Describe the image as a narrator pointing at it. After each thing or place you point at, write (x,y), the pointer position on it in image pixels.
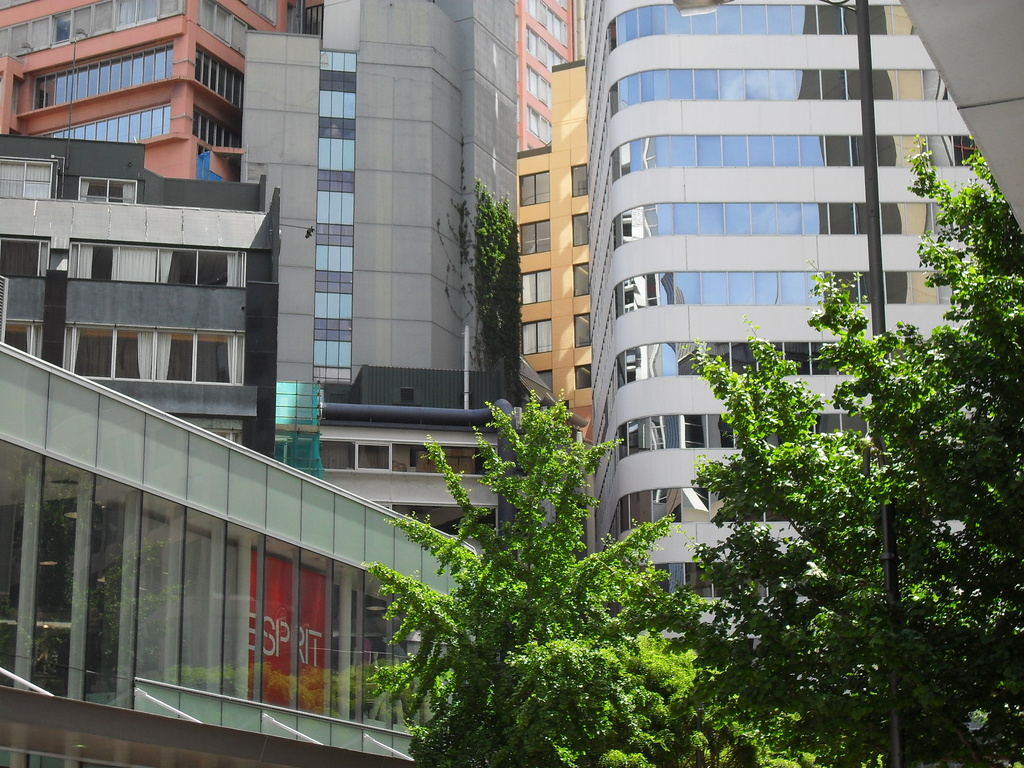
This image is taken outdoors. In this image there are many buildings (366,261). There are a few trees (605,601) with leaves (727,620), stems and branches (603,567) there is a pole (874,154) with a street light (681,7).
